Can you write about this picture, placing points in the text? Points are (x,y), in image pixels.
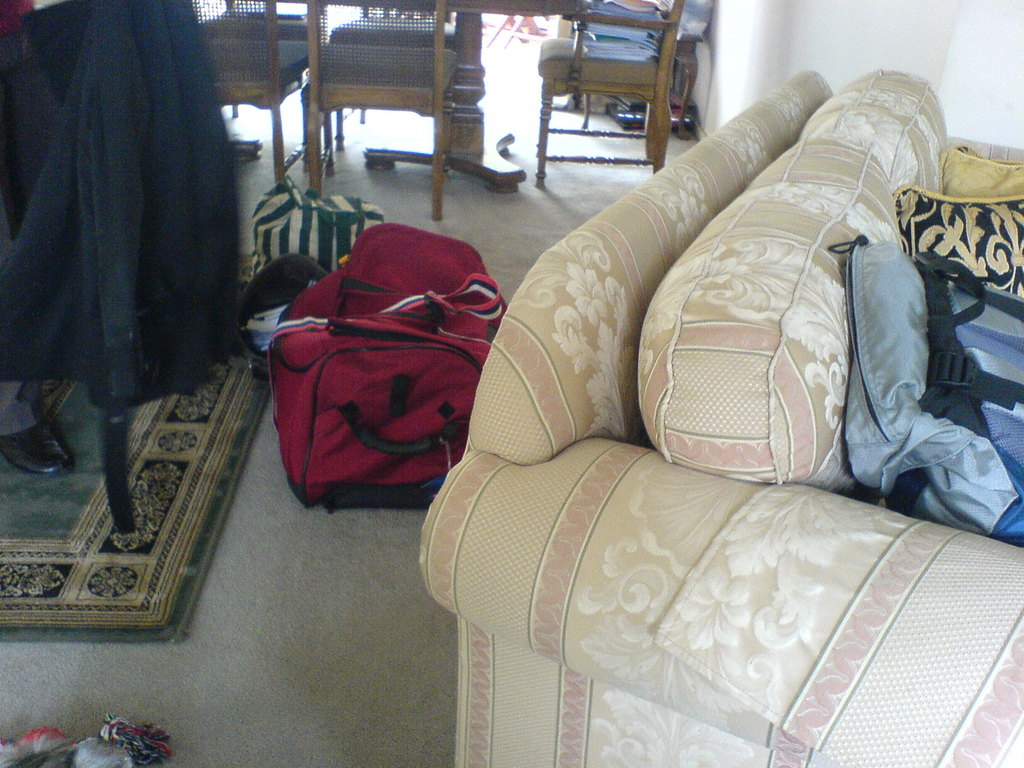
This is the picture taken in a room (350,403), on the floor (297,538) there are mat (149,408), chairs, bags (334,240) and a sofa (607,396). Behind the sofa (788,248) there's a wall (810,38).
